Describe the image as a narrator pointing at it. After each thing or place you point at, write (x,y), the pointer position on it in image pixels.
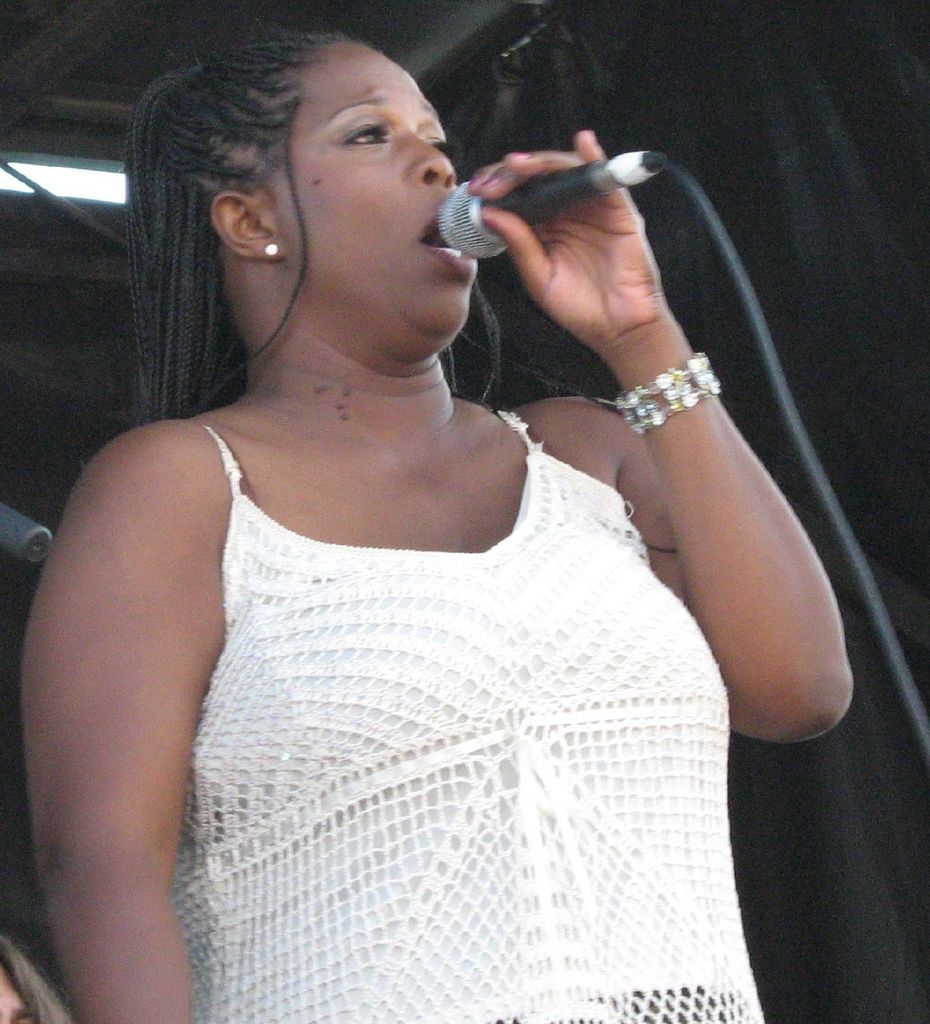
In the picture we can see a woman (249,757) standing and she is in a white dress (291,732) and holding a microphone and singing a song and behind her we can see a curtain (673,294) which is black in color.
